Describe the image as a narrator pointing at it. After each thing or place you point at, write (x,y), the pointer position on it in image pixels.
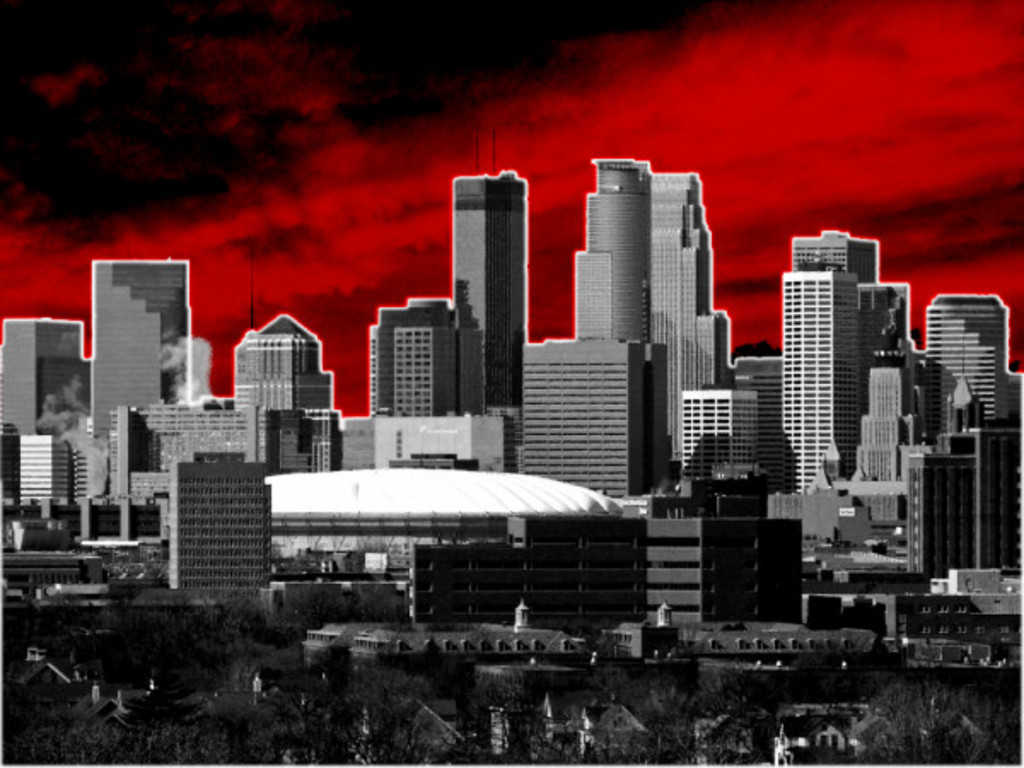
In this image we can see an edited picture of a group of buildings (330,467) with windows (926,609) and roofs (490,505), group of trees (928,708). In the background (834,206), we can see the sky (267,175).
